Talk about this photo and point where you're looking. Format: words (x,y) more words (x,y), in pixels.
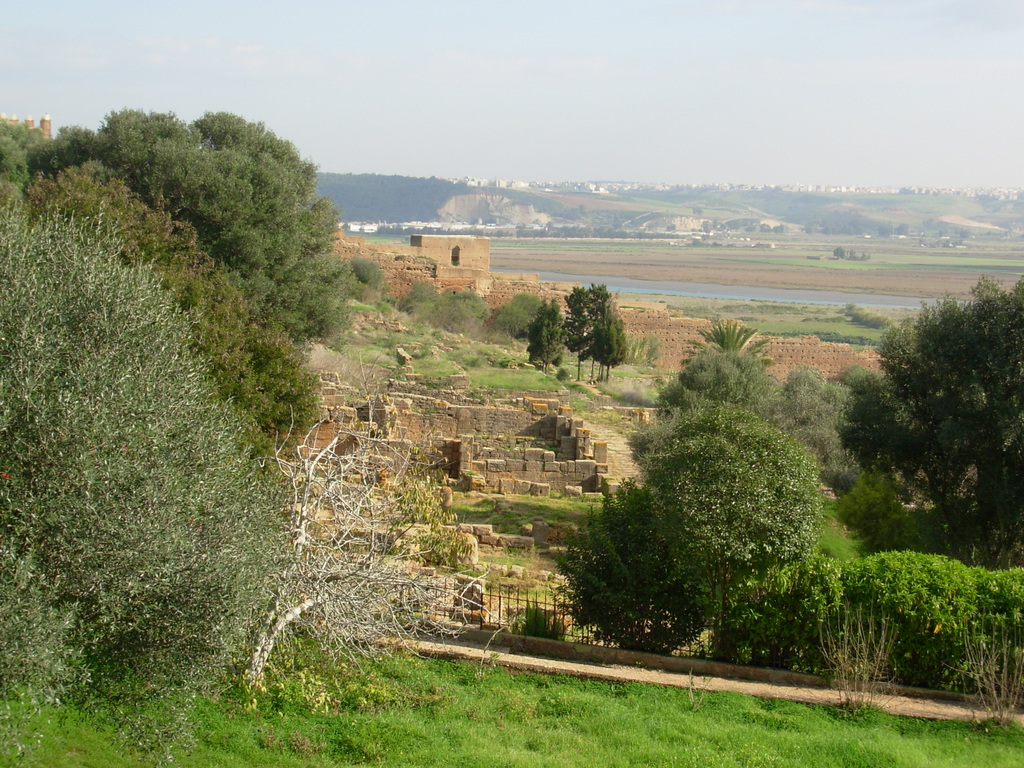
In the image there are many trees (41,591) and grass surface (551,733) and there are some constructions (406,428) in between those trees (548,333), in the background (400,199) there are mountains (897,225).
